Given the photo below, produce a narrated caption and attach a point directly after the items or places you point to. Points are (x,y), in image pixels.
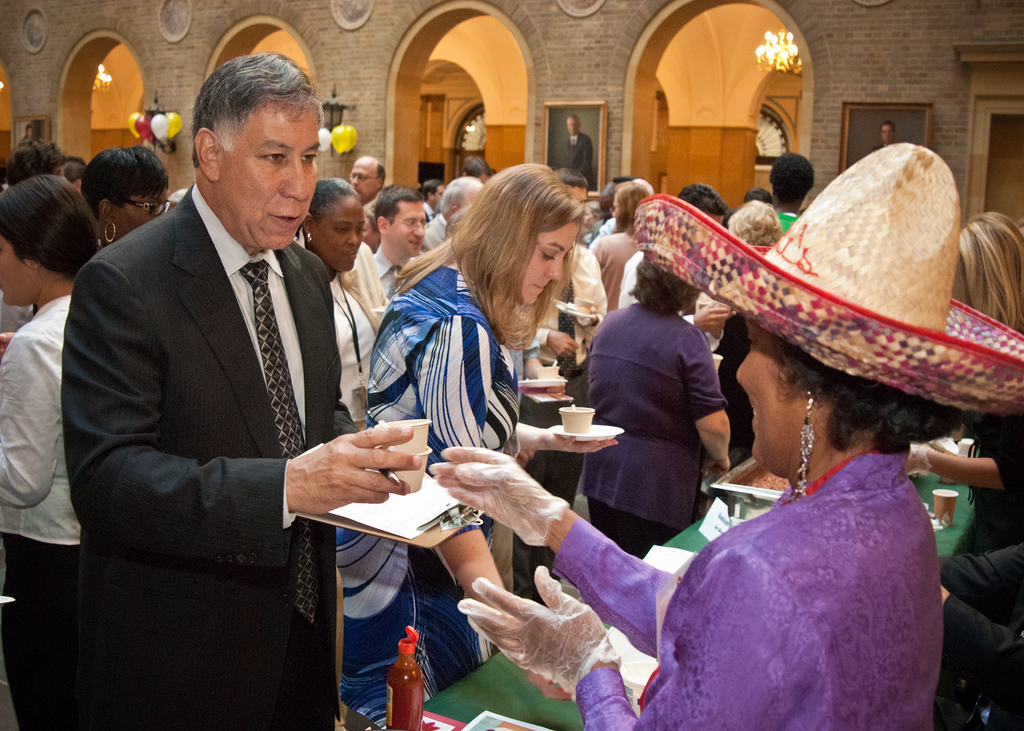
In this picture I can see a woman (708,546) on the right side (819,655), in the middle (673,288) few people (405,373) are taking the food cups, in the background (561,153) there are balloons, lights (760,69) and photo frames (558,141) on the wall (597,87).
